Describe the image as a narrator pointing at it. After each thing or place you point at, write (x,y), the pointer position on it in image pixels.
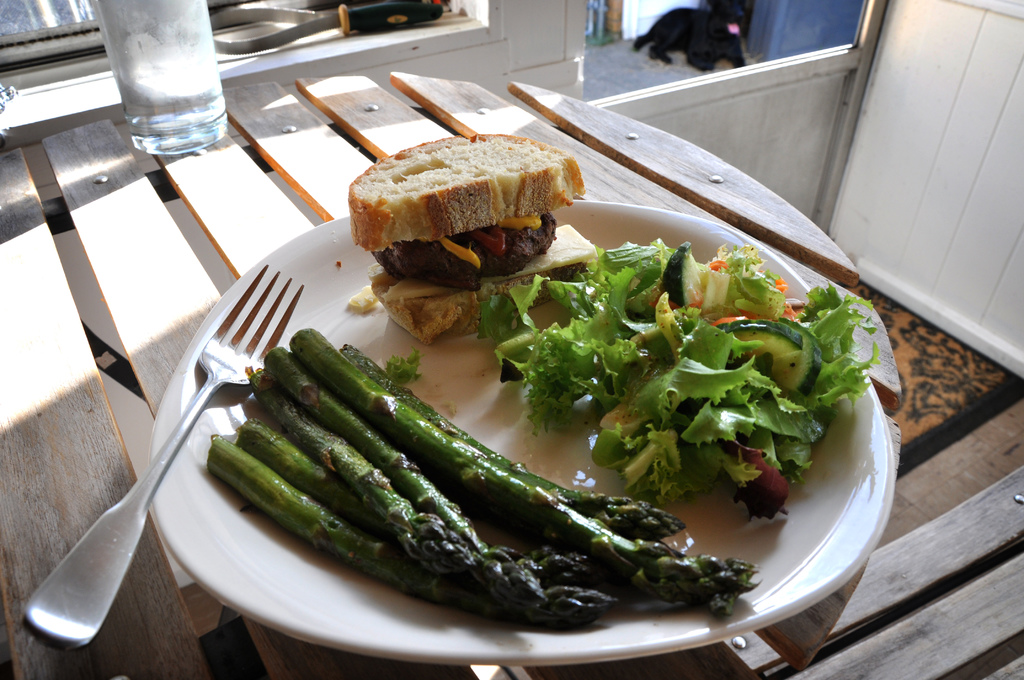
In this picture I can observe some food (558,236) placed in the plate (256,538). On the left side (241,350) I can observe fork (232,367) in the plate (332,273). The plate (466,358) is on the table (277,163). I can observe a glass (134,132) on the table (265,222). In the background (680,47) I can observe a dog (686,22).
